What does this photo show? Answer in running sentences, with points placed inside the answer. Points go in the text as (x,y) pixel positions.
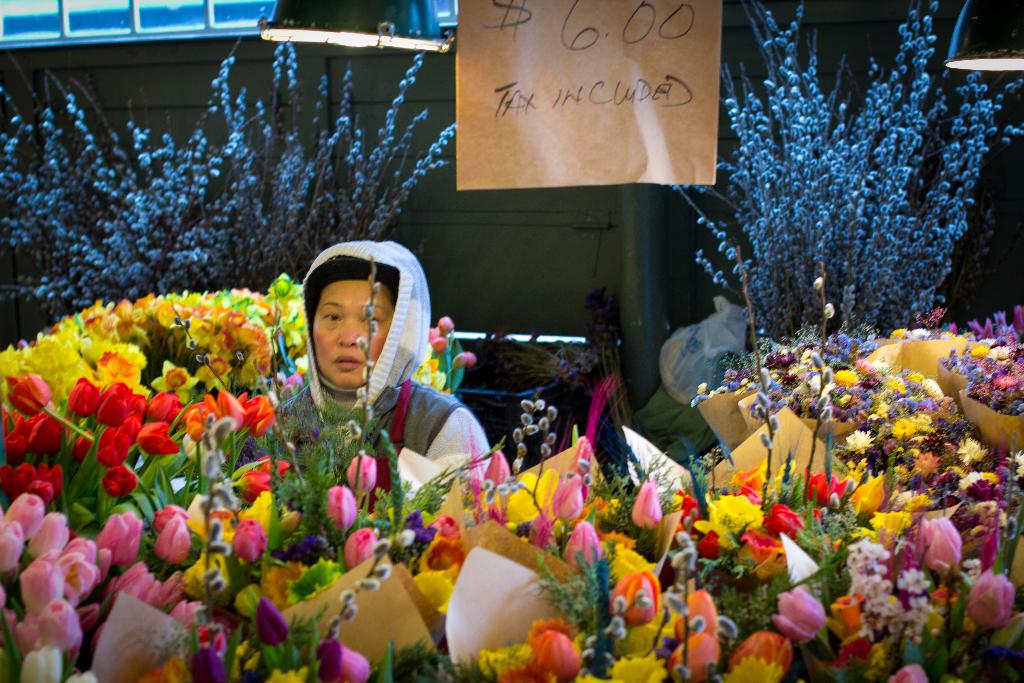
In this image there are bouquets (550,514), person (349,429), board (557,97), lights (419,1), wall (658,191) and objects (47,163). Something is written on the board (577,88).
